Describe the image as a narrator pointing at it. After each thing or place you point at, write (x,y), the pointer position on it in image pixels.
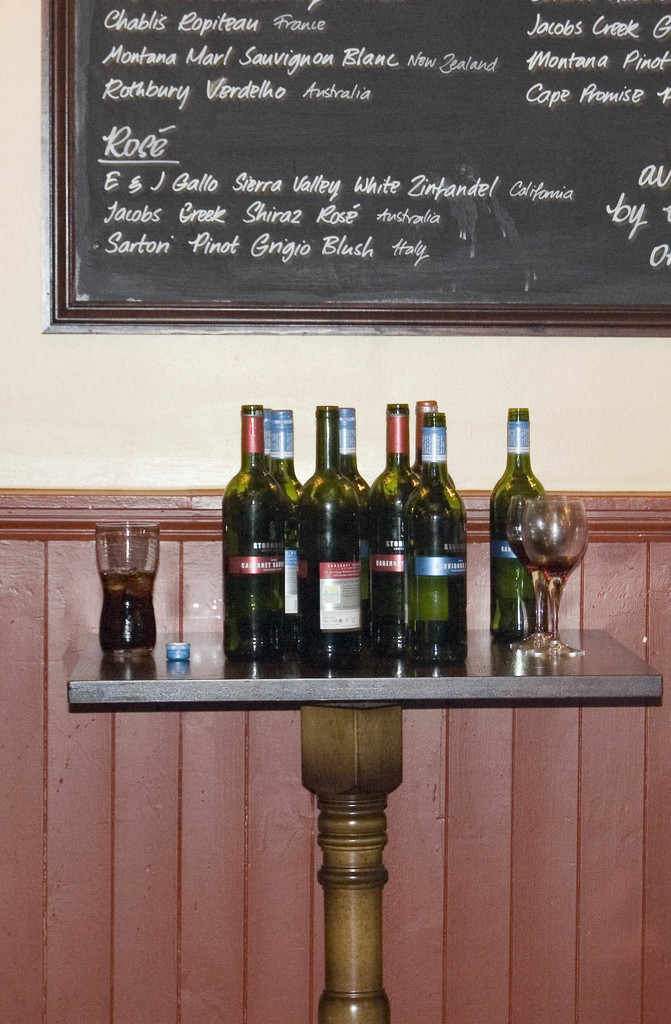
In this image I can see wine bottles (407,569) and the glasses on the table (354,756). And there is a board (237,237) attached to the wall (333,403).
